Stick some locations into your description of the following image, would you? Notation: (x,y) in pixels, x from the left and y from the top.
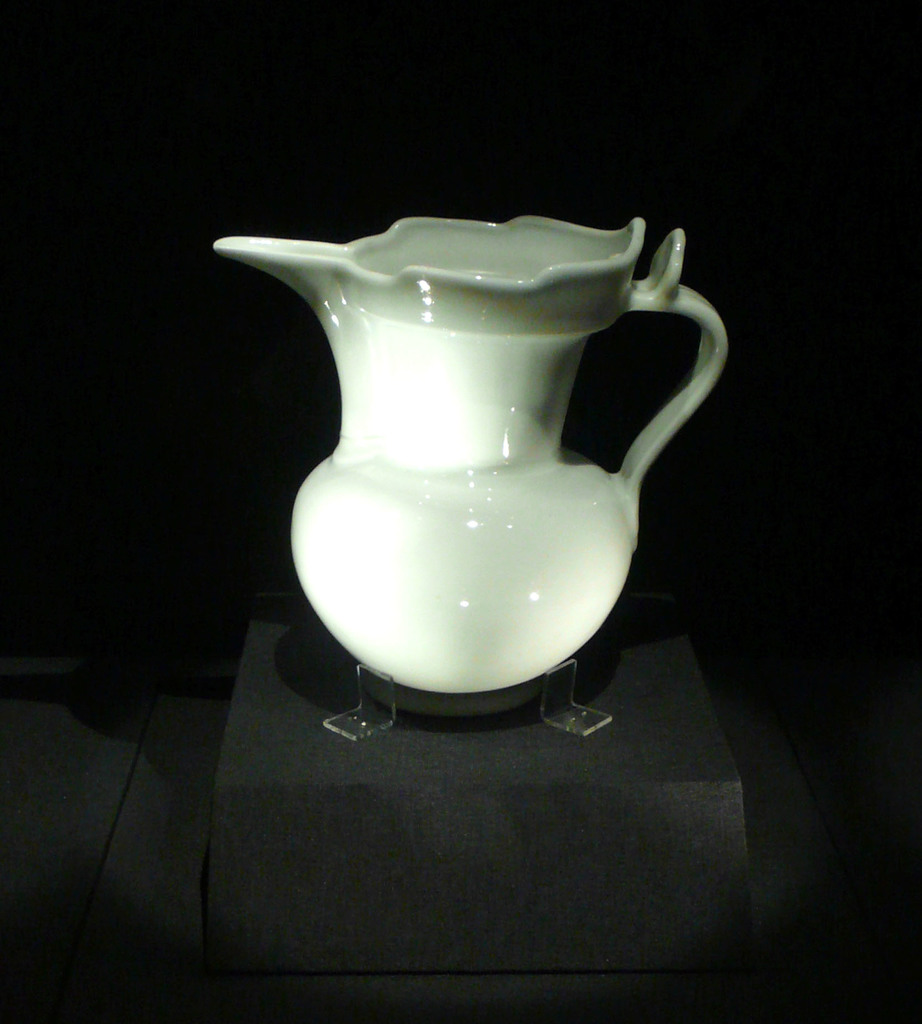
In this image I can see a jug (301,584), which is placed on an object (397,793). And there is a dark background (614,418).
